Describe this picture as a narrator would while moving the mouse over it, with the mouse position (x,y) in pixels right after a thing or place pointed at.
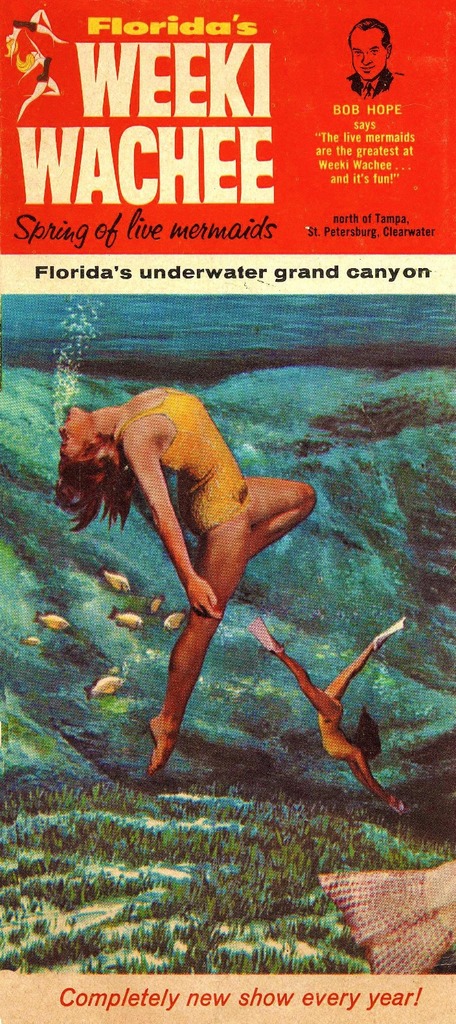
In this image there is a poster (193,454) with pictures (222,595) and text (166,47) on it.
